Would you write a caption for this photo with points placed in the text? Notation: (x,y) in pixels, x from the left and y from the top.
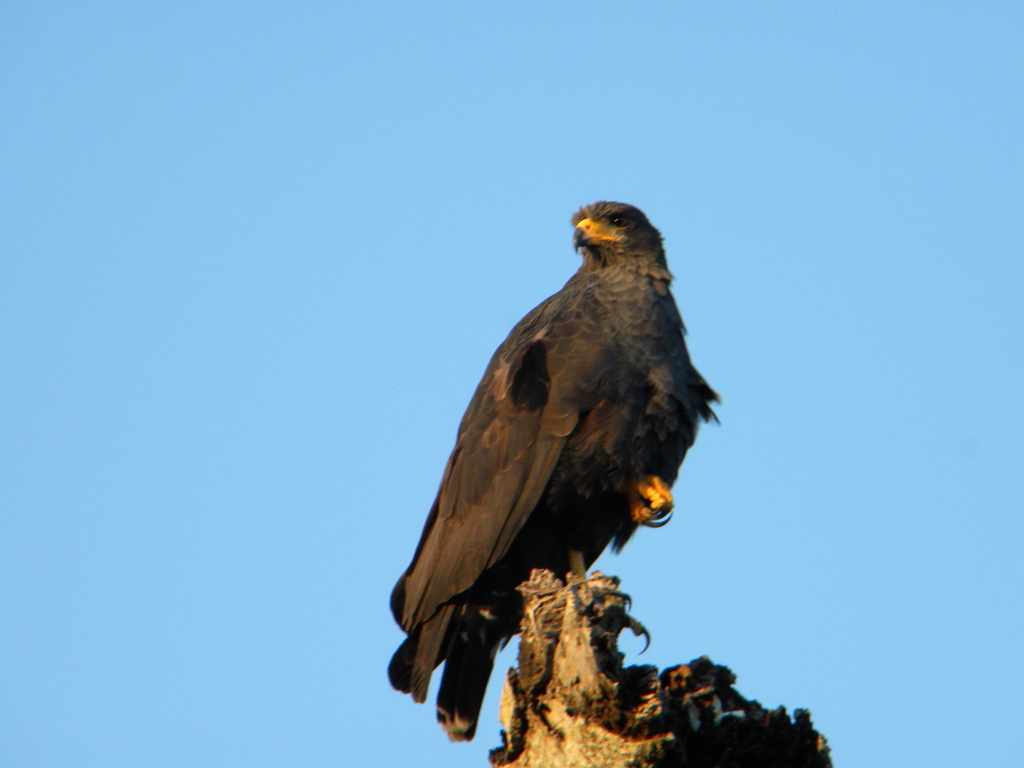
In the image in the center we can see one wood (666,682). On the wood (666,682), we can see one bird (498,484), which is in black color. In the background (51,233) we can see the sky (553,170).
